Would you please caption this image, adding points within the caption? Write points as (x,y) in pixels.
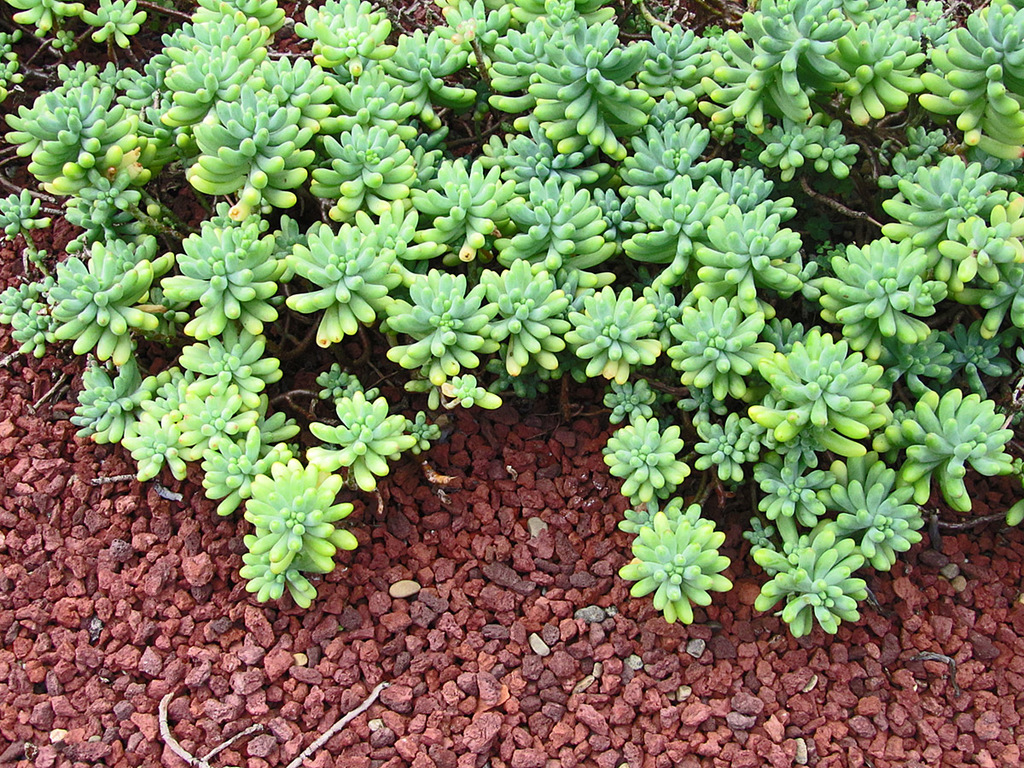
In the image there are many plants (533,279) on the land (313,645) with sand gravel (193,640) all over it.
